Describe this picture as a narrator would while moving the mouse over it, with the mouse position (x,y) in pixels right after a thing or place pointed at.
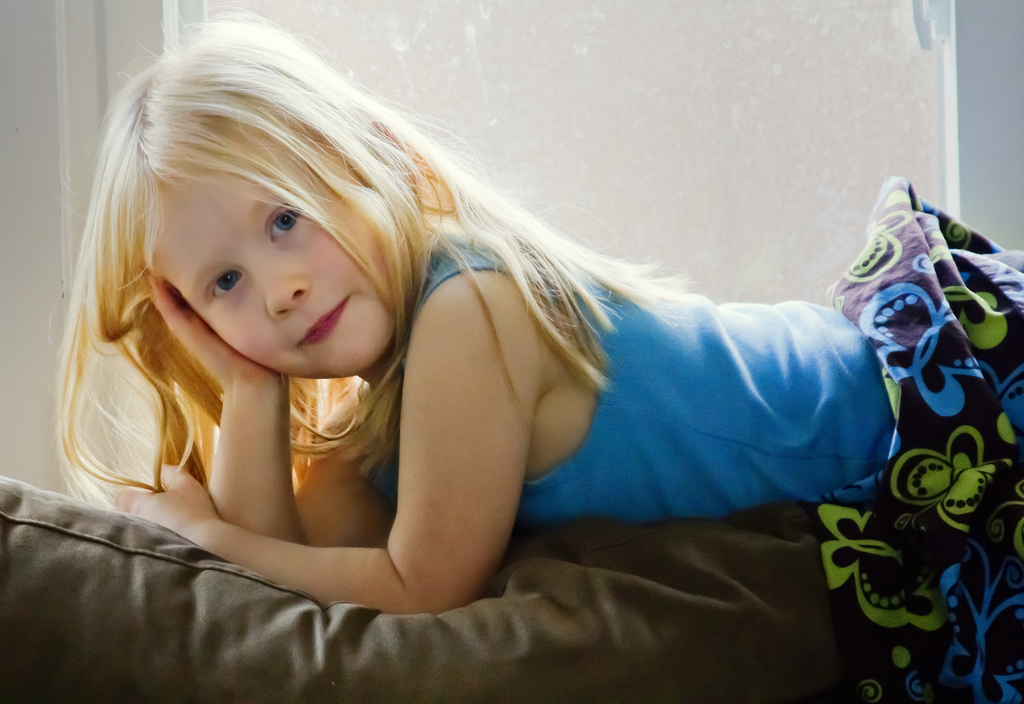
In this image we can see a child (456,339) on the bed (613,592) and we can see a cloth (928,351). At the back (775,108) we can see the wall (745,81).
